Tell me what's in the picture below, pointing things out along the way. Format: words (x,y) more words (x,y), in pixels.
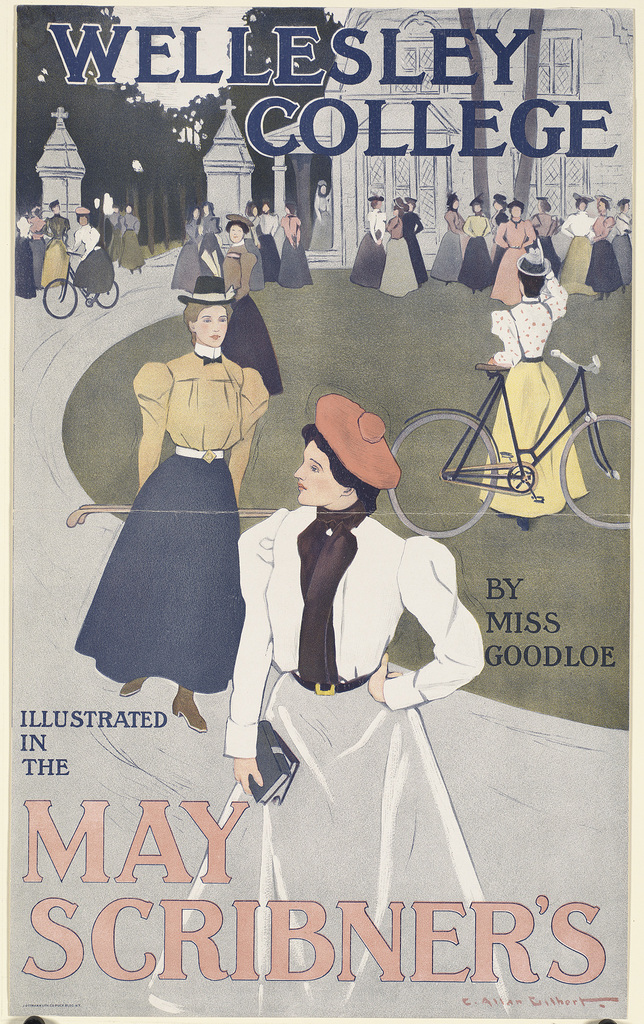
This image is a front cover of a book in which I can see a crowd (270,259) and vehicles (520,457) on the ground (382,498). In the background (524,190) I can see a building (397,117), trees (103,96) and the sky (132,82).
